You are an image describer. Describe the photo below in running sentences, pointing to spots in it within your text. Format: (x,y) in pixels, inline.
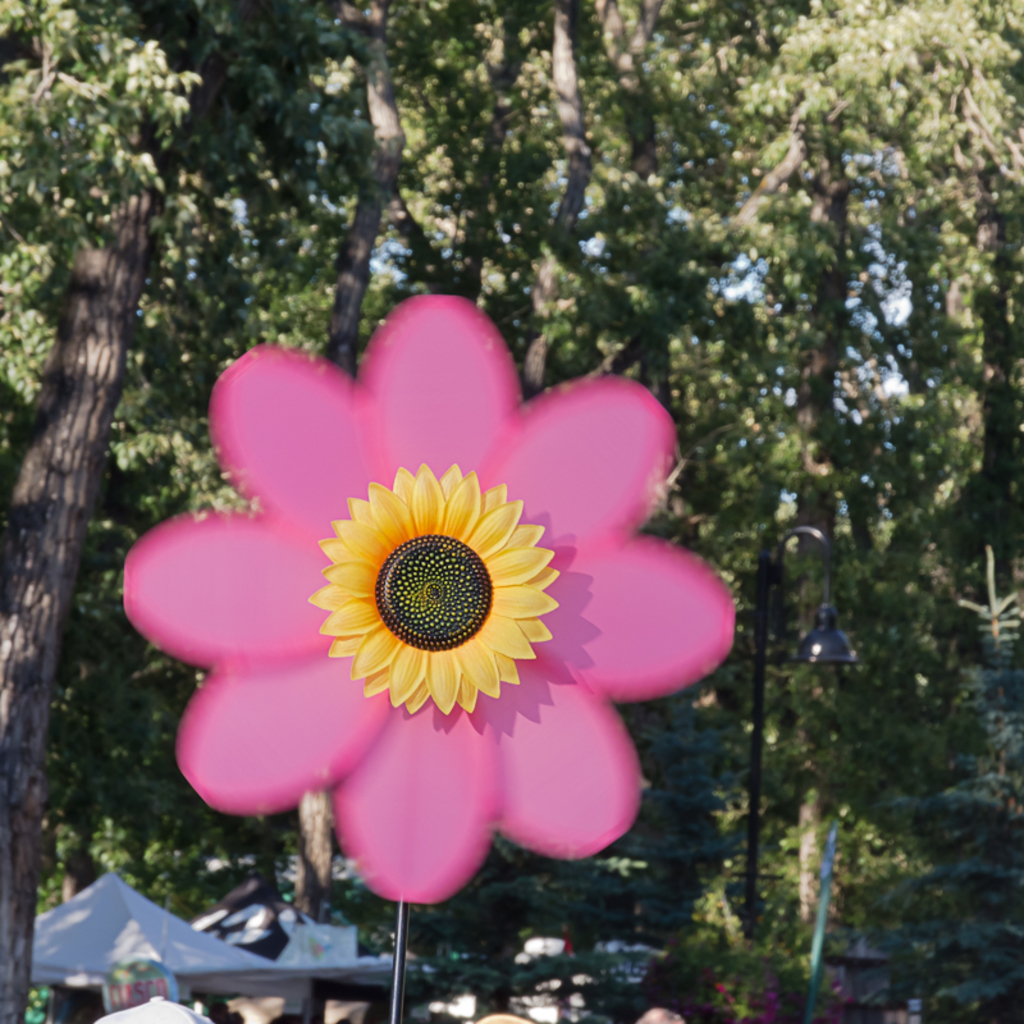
Here we can see a sunflower (353,611) on a pink color flower (311,427) and there is a stand (398,943) behind it. At the bottom (363,979) we can see tents (357,975), poles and a light pole (806,641). In the background (572,988) there are trees (696,813).
